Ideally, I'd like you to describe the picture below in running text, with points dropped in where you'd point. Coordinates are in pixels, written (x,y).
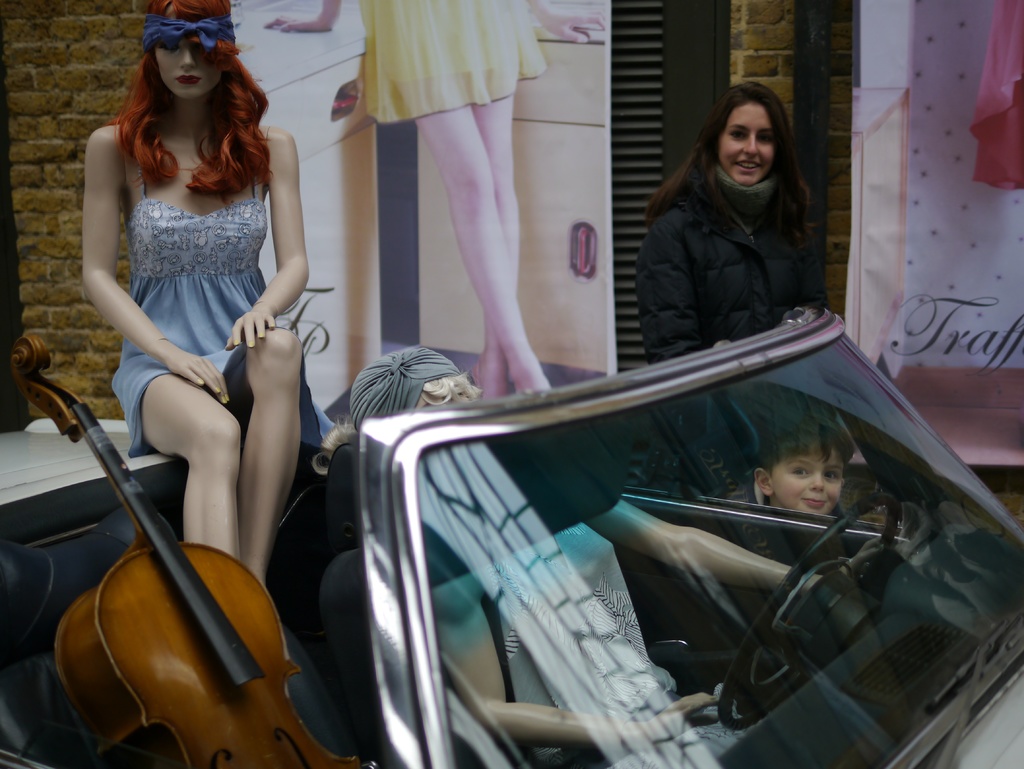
In this picture, here we have 2 lady toys (474,638), one is seeming like driving the car (468,506) and the other sitting back and in the car (384,510) we have cello (181,686). In the background (394,278) we have wall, on it we have banner (470,253). In the banner (498,229) a lady (415,70) is standing. Also we have original lady (774,274) and boy (818,485) looking at this car (566,443).
